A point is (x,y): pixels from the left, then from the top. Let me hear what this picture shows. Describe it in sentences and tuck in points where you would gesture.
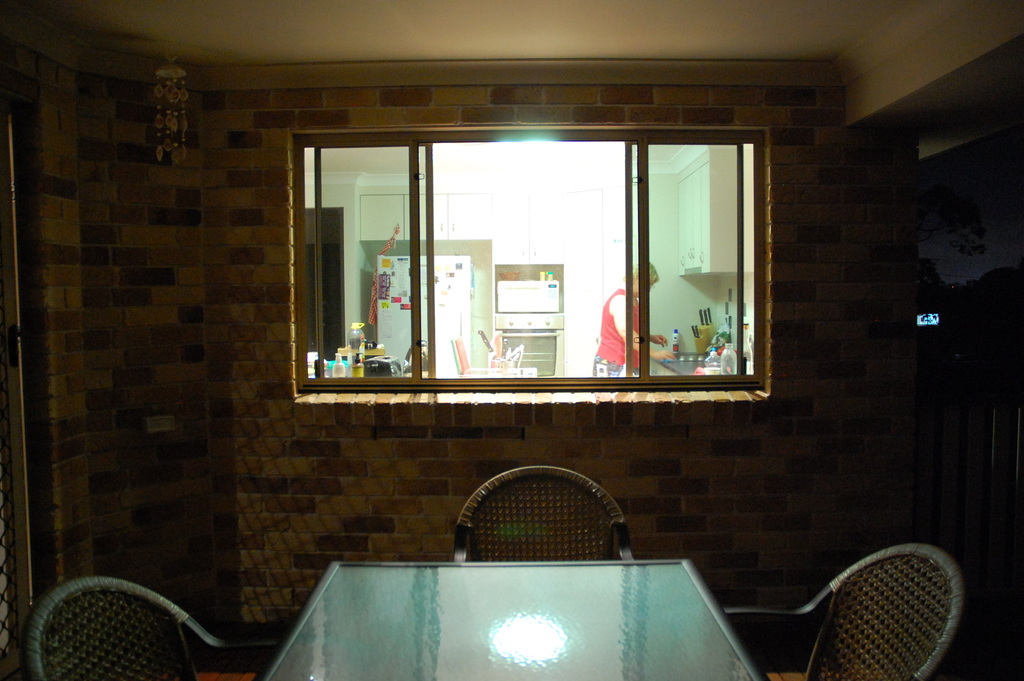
In the picture we can see dining table (466,609), chairs (196,631), wall (214,619), window (421,320) through which we can see kitchen (587,307) and a person (624,317) wearing red color dress (638,320) standing near the surface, there is refrigerator (436,302), oven (505,317), cupboards (507,256) and some other things (508,279) on surface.
